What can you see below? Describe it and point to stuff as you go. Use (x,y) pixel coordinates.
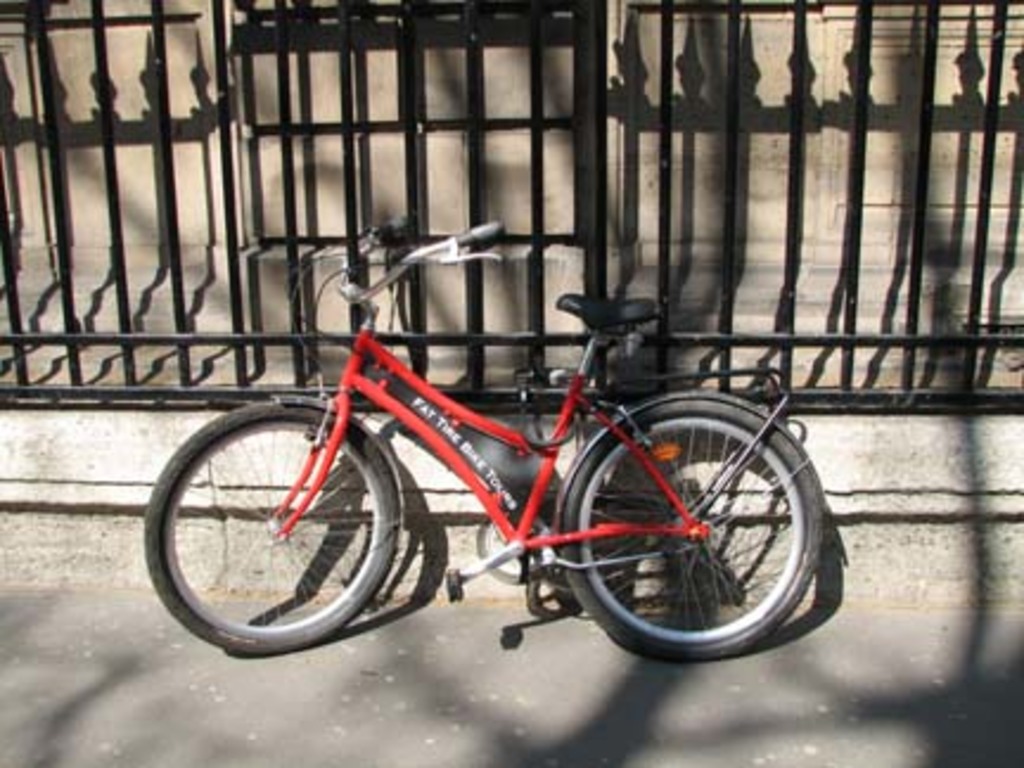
In the foreground of the picture (942,615) it is road (308,724). In the center of the picture (363,434) there is a bicycle (462,466). At the top (230,184) there are railing (47,119) and wall (248,121).
